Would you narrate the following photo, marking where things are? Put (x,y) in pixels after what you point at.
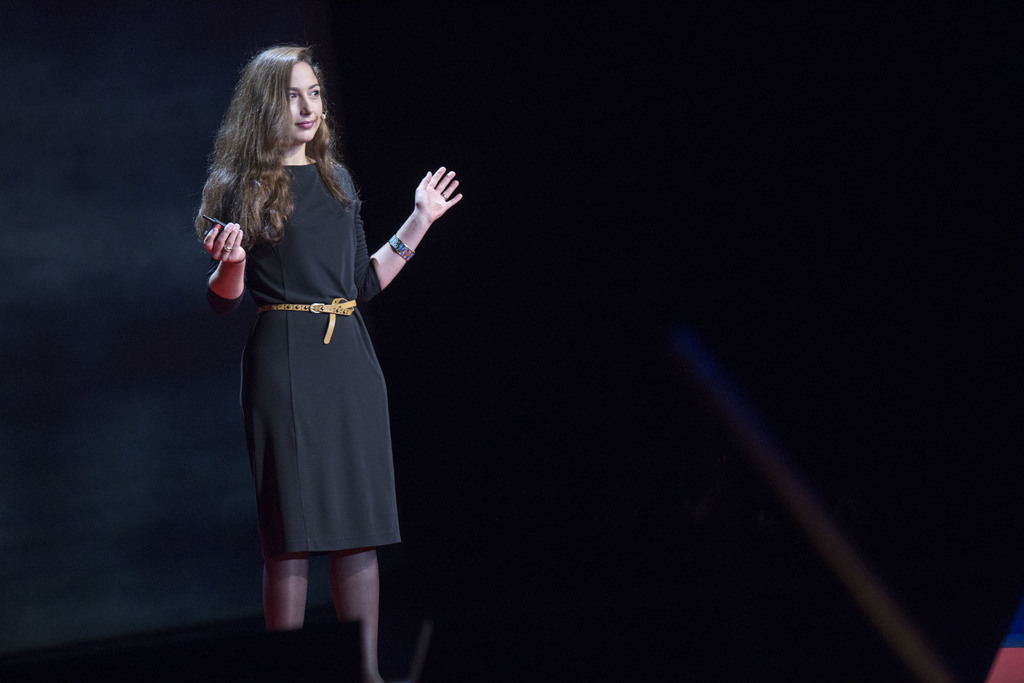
Background (627,92) portion of the picture is completely dark. We can see a woman (296,342) standing, wearing a black dress (293,369) and a bracelet (401,253). She is smiling. We can see she is holding an object (215,221) in her hand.
